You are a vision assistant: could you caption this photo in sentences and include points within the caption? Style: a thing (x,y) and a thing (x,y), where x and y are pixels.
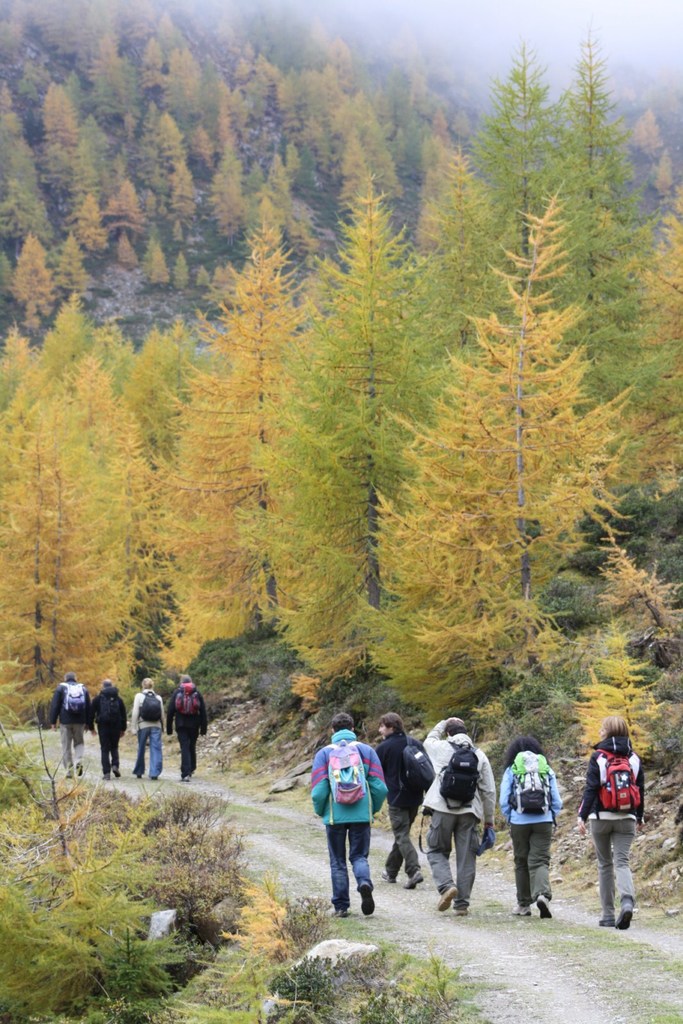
In the center of the image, we can see people (453,756) walking and wearing bags (469,794). At the bottom (464,945), there is ground (526,944) and in the background (160,514), we can see trees (370,256).
